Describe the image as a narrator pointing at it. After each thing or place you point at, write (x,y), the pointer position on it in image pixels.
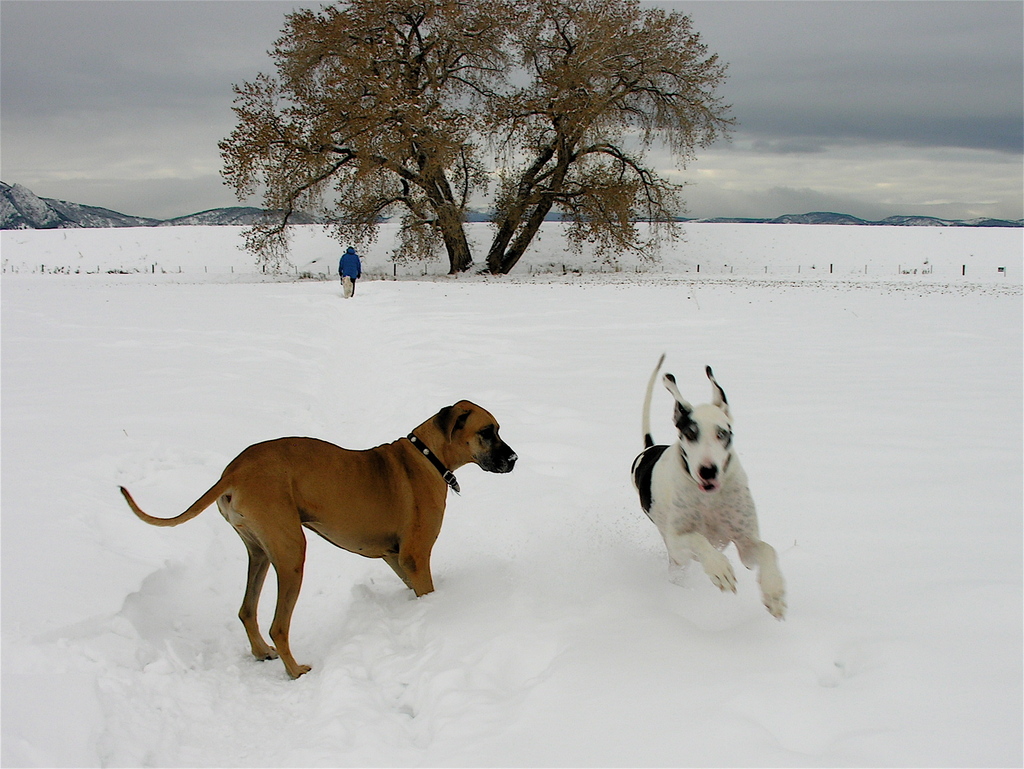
In this image there are two dogs (292,547) which are playing in the snow (609,553). In the background (547,196) there is a tree (524,205). Beside the tree (446,237) there is a person (359,264) standing in the snow (367,300). At the top (166,51) there is the sky (170,69). In the background (155,219) there are mountains (116,225).
